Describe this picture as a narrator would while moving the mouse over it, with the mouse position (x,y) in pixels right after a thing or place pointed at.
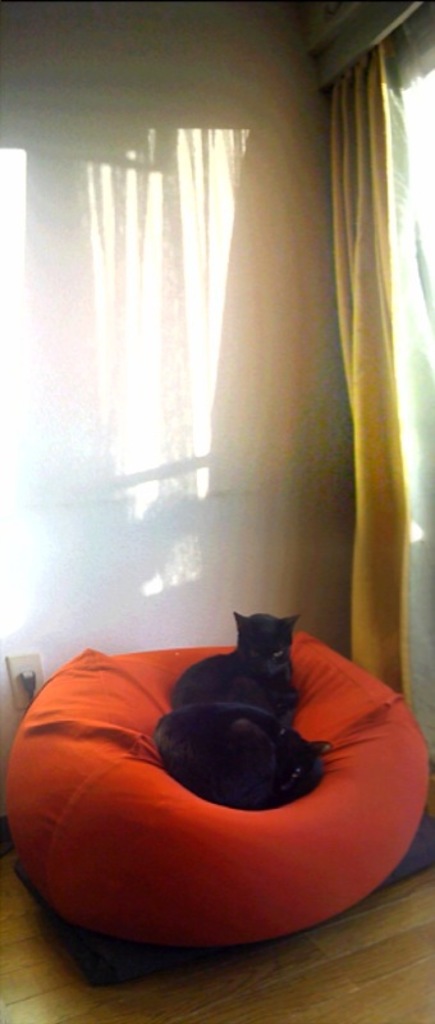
In this image there are two cats (256,746) sat on the bean bag (57,815), in the background (154,479) there is a wall (193,519) and on the other side of the image there are curtains (373,316).
